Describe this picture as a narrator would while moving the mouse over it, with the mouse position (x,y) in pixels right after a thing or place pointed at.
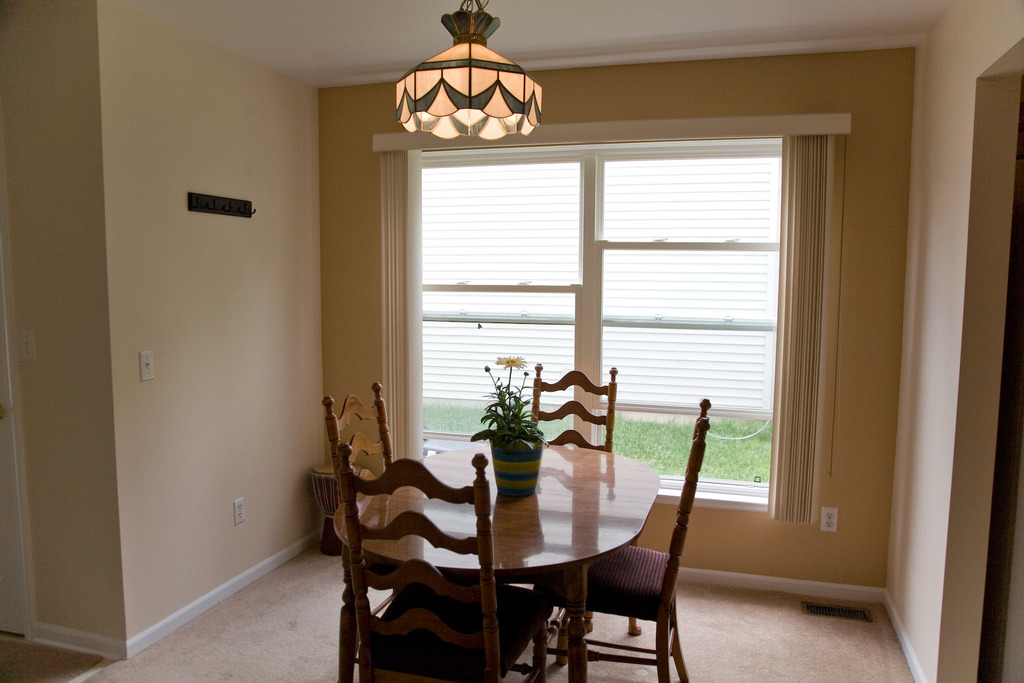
An indoor picture. We can able to see chairs (480,558) and tables (559,487). On this table (536,522) there is a plant (518,406). This is window (621,374). We can able to see grass (714,449) from this window (665,430). On top (484,82) there is a light (485,69).
